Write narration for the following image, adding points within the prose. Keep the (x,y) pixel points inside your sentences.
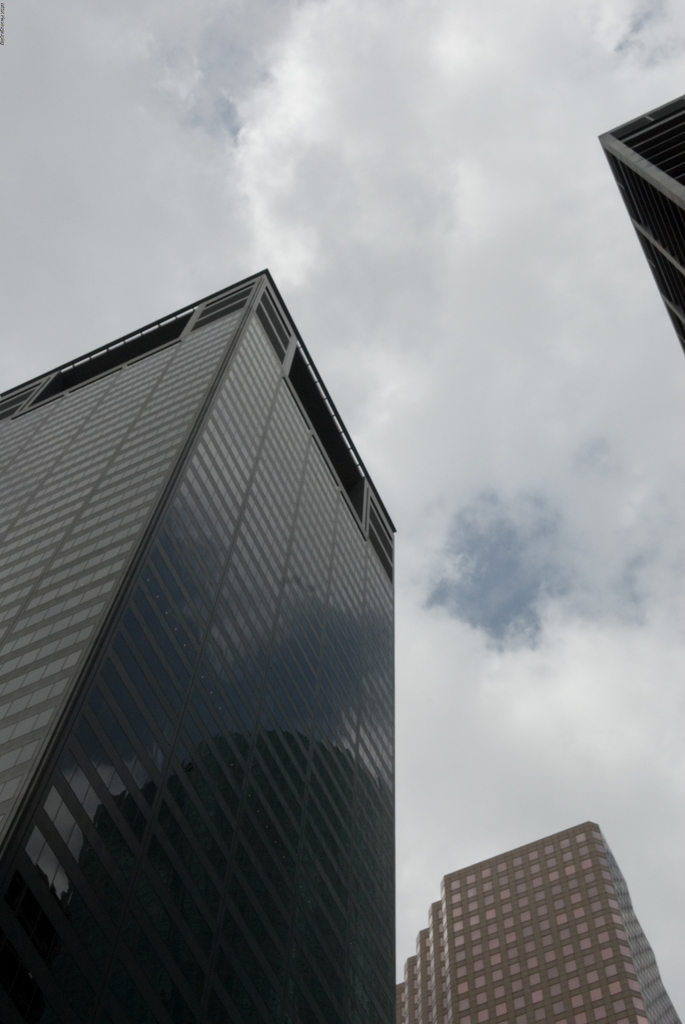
In this picture I can see there are a few buildings (348,785) and they have glass windows (387,905) and the sky (390,374) is cloudy.
